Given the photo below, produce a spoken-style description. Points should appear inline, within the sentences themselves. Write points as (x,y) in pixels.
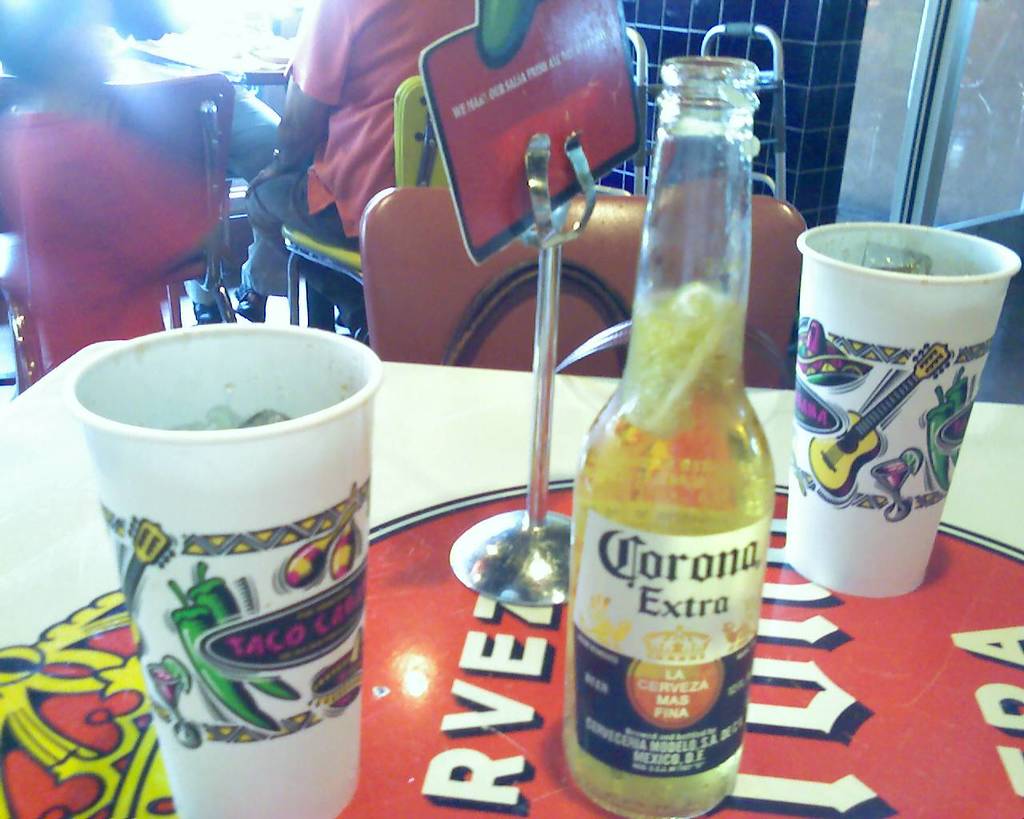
This is the picture of a table (451,397) and on the table (556,454) we have two glasses (275,438), bottle (600,453) and a stand (581,163).
